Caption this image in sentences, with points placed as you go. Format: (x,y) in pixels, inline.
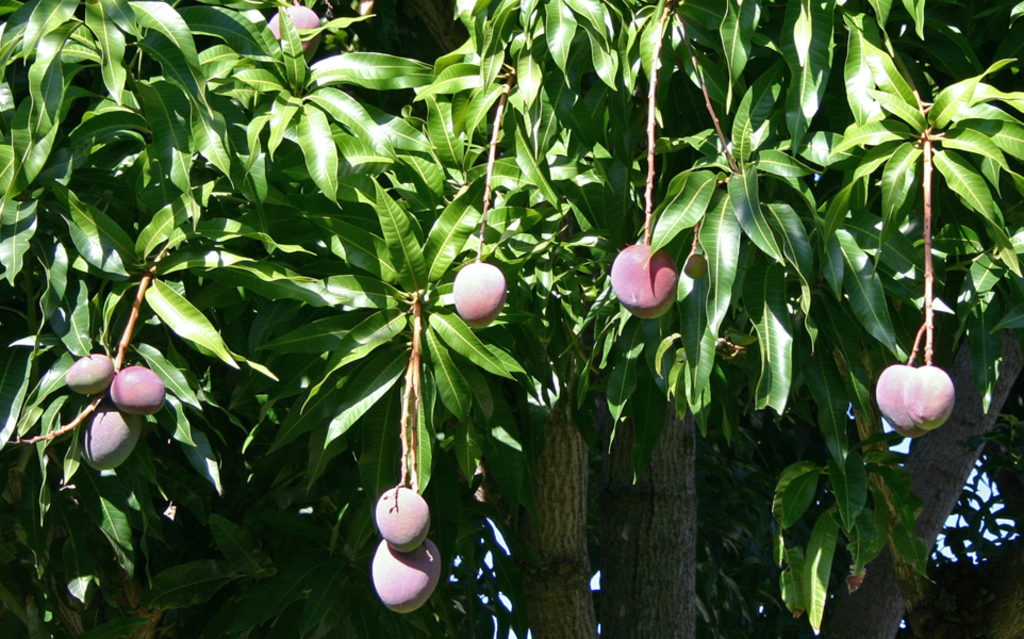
In this image we can see a tree (686,355) with the branches (693,563) and also mangoes (659,273).
